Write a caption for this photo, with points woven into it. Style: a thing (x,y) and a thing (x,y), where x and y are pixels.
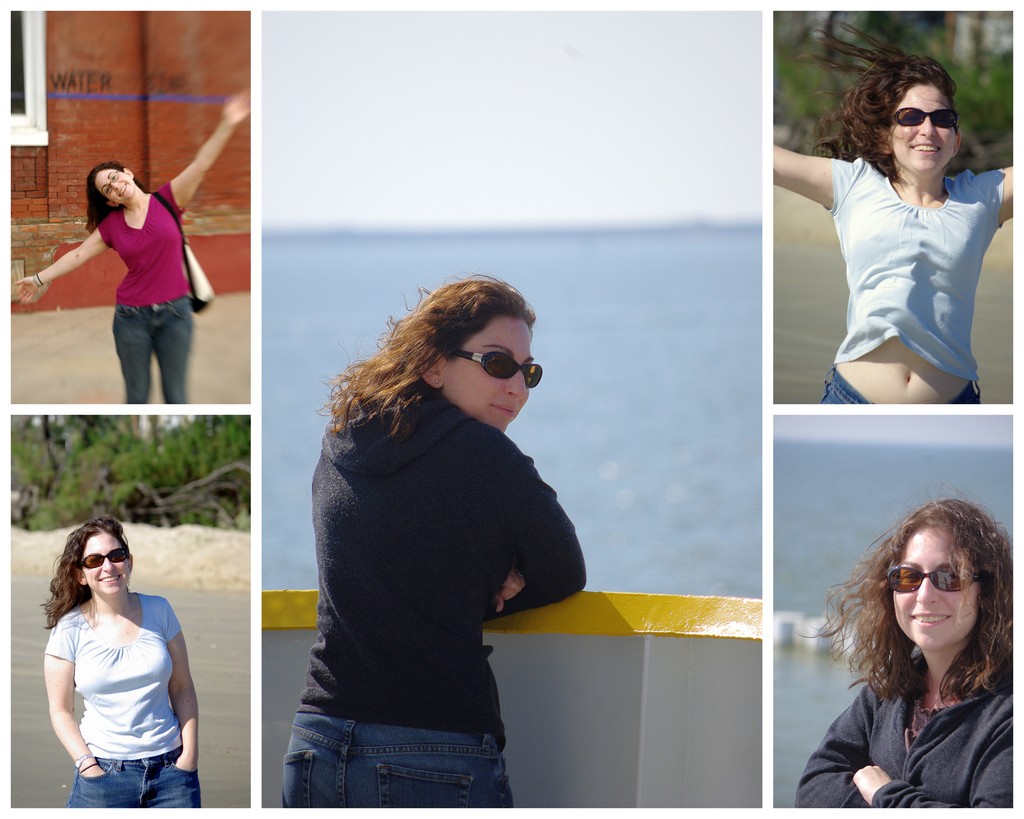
In this image we can see a collage. In the left top (127,259) image we can see a lady (159,256) wearing bag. In the background (157,85) there is a brick wall (78,105). In the left bottom (130,605) image there is a lady (122,625) wearing goggles (100,560). In the background (116,468) there are trees (173,466) and sand (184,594). In the middle (385,373) image there is a lady (416,415) wearing goggles (505,368) and standing near to a wall (608,621). In the back (656,392) there is water (643,306) and sky (517,190). In the right top (886,212) image there is a lady (923,169) wearing goggles (910,125). In the background (808,302) there are trees (888,14) and sand (812,268). In the right bottom (932,636) image there is a lady (929,621) wearing goggles (929,574). In the background (823,518) there is water (824,536).
